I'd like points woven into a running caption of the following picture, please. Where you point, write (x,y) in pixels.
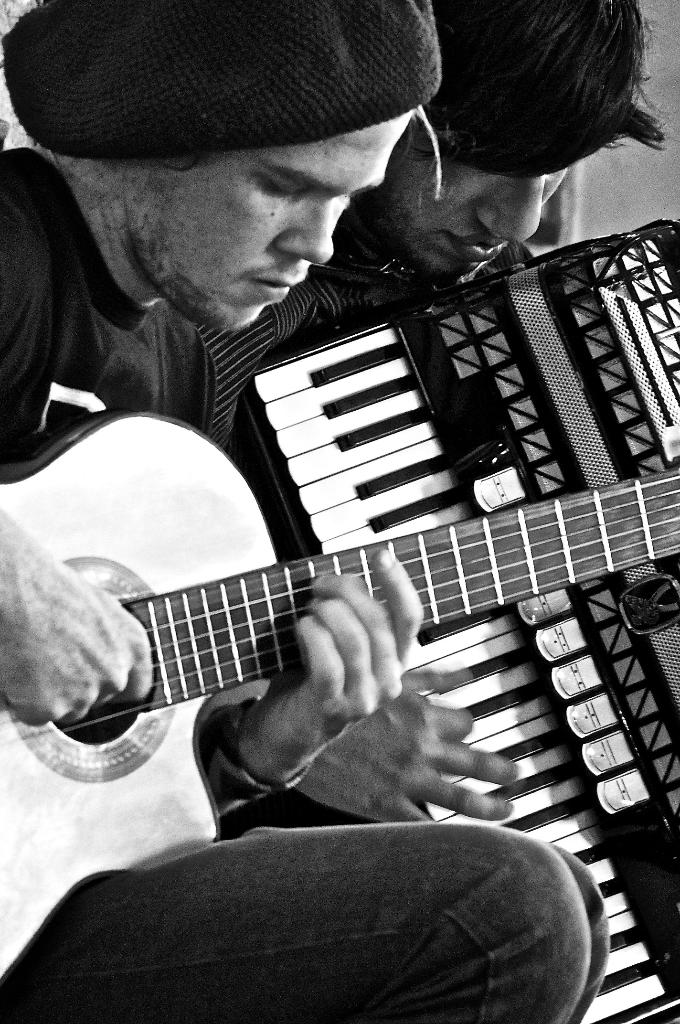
This is a black and white picture. In this picture the two mens (283,295) are holding a music instruments (243,517).
